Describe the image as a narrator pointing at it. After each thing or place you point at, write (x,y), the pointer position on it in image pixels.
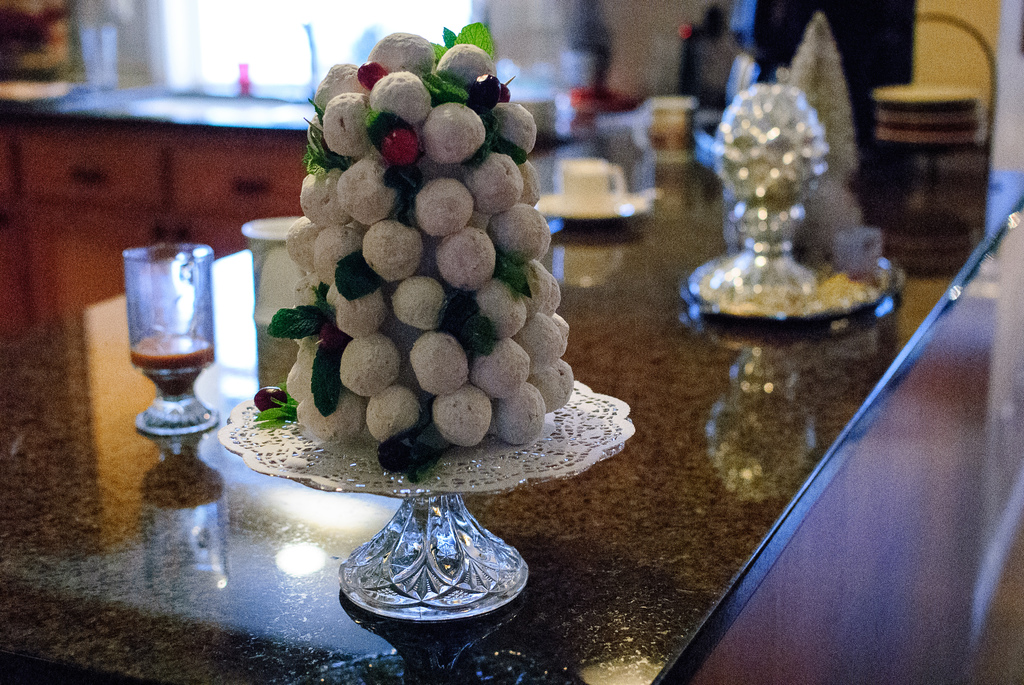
In this image we can see an object (256,495), which looks like a table (174,557), on the table (235,342) there are glasses (197,329), cup (619,182), saucer (636,209) and some other objects (756,225), in the background (293,46) we can see the wall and a window (352,60).
